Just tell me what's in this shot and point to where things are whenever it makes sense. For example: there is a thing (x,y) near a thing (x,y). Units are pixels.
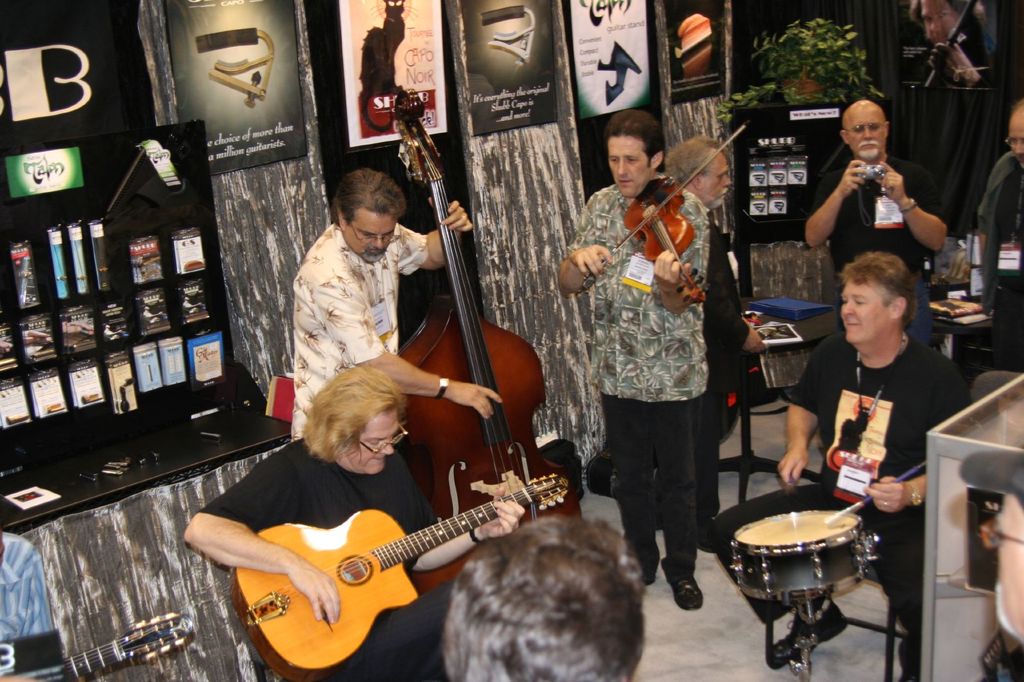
In this picture there are some people (350,368) who are standing and playing some musical instruments (465,341) and the other two people (810,366) sitting on the chair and playing musical instruments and behind there is a desk (163,426) on which some things (5,343) are placed and a wall (329,95) on which some posters (366,83) are pasted.
